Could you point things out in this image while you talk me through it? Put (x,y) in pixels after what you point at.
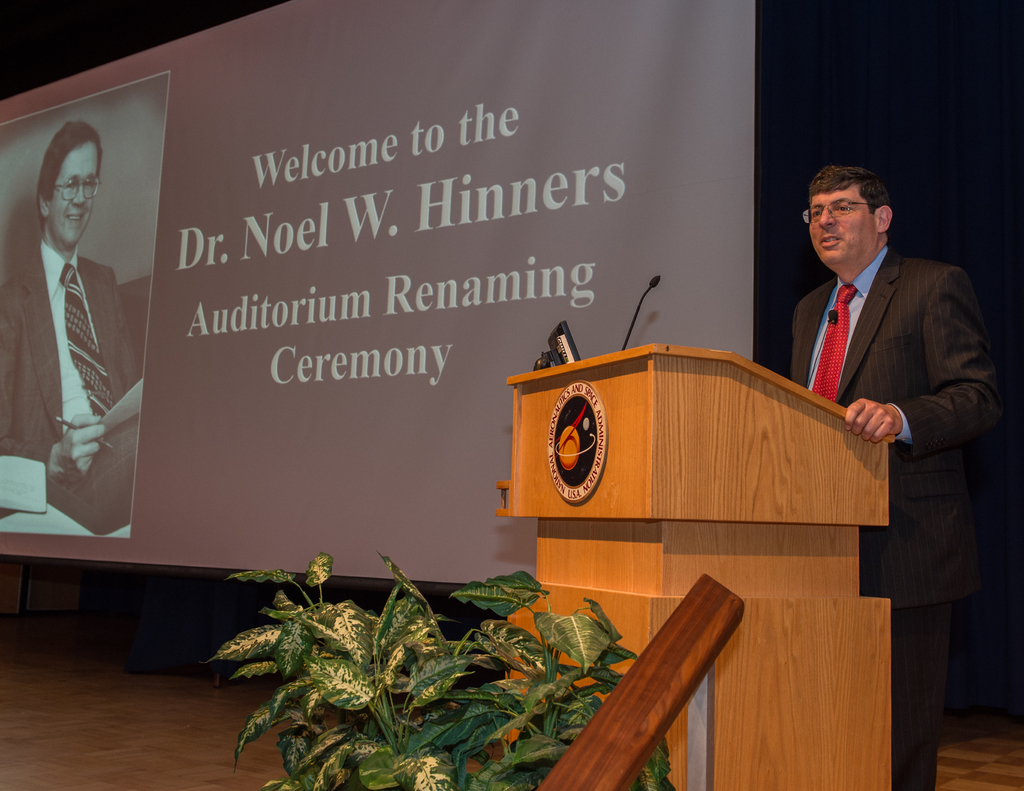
In this picture, there is a man (871,397) towards the right (914,356) and he is standing behind the podium (729,492). He is wearing a blazer (913,383), trouser (916,677) and tie (851,297). On the podium (626,364), there is a mike (633,312). Before the podium (541,551), there is a plant (388,619). Towards the left (159,403), there is a screen (236,420) with a man (119,497) and text (529,190).
